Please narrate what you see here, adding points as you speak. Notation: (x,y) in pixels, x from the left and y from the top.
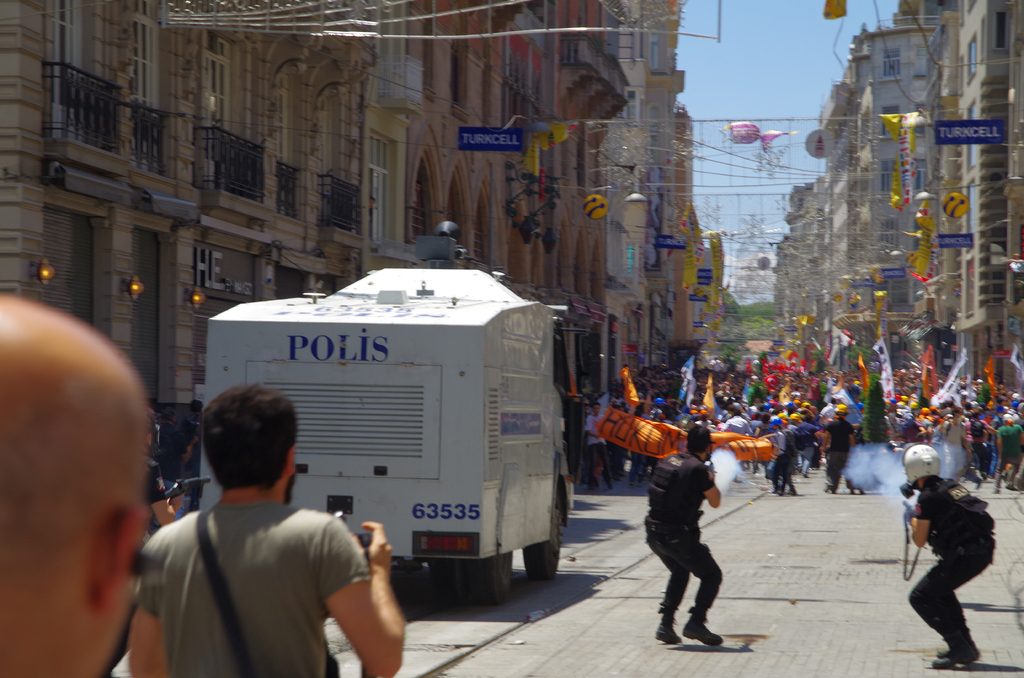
In this image I can see building (973,259) and in front of building (337,140) I can see vehicles (548,548), crowd (773,395), in the middle of the building (201,201) I can see the sky (730,154) and there are some flags (535,169) visible in the middle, there are some light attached to the wall (165,280) of the building (165,280) on the left side (88,306).
